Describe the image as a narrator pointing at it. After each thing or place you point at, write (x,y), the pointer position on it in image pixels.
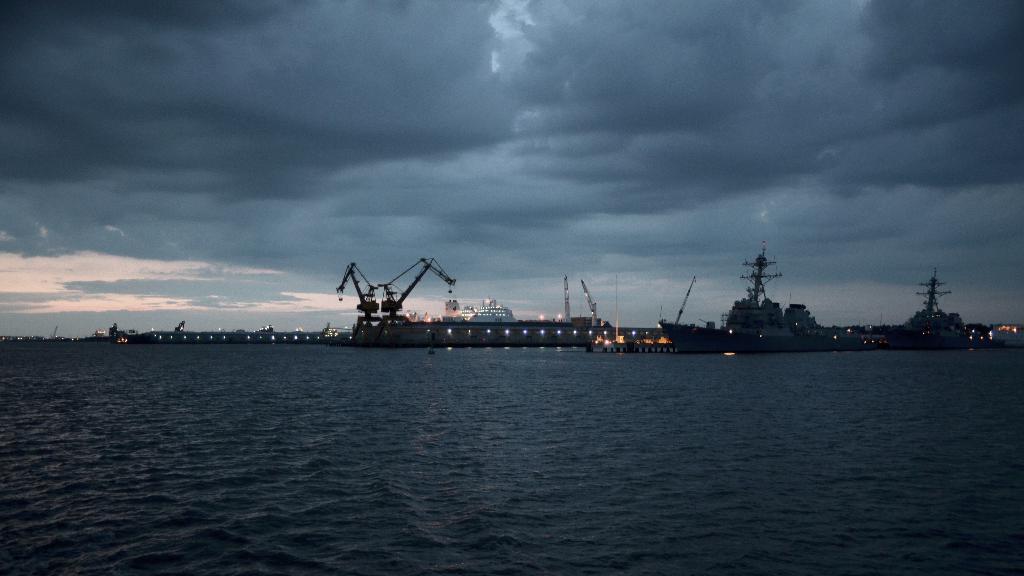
In this picture I can observe an ocean (468,485). There are some ships (483,314) floating on the water (83,368). In the background (645,184) there is a sky (343,125) with some clouds (206,130).
